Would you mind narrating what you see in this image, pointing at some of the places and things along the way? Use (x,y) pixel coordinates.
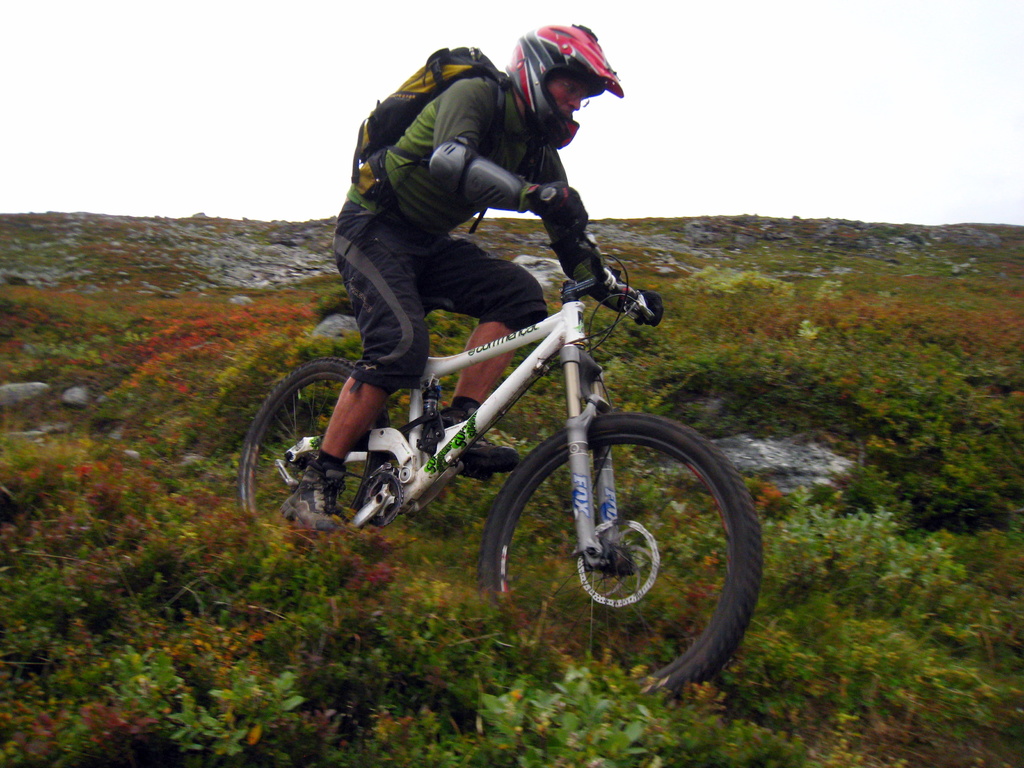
In this image I can see a man (376,322) is riding a white colour bicycle (552,329) on the grass ground (604,306). I can see he is wearing gloves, and elbow guard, a red colour helmet (540,136), a t-shirt (508,146), a black colour pant (374,278) and shoes (293,517). I can also see he is carrying a bag (480,65).
